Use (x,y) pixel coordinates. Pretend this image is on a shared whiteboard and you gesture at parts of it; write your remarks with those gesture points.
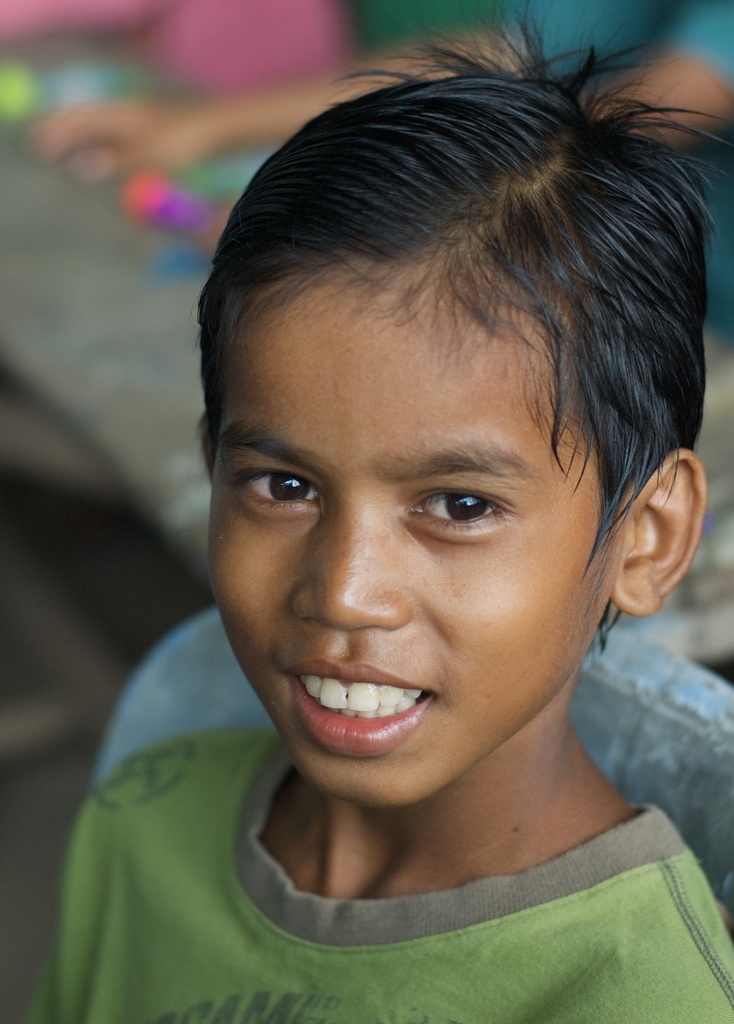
In this picture we can see a boy (523,650) smiling wore green color T-Shirt (242,916) the background (311,35) we can see it as a blur but this person (215,548) is sitting on a chair (227,725).
